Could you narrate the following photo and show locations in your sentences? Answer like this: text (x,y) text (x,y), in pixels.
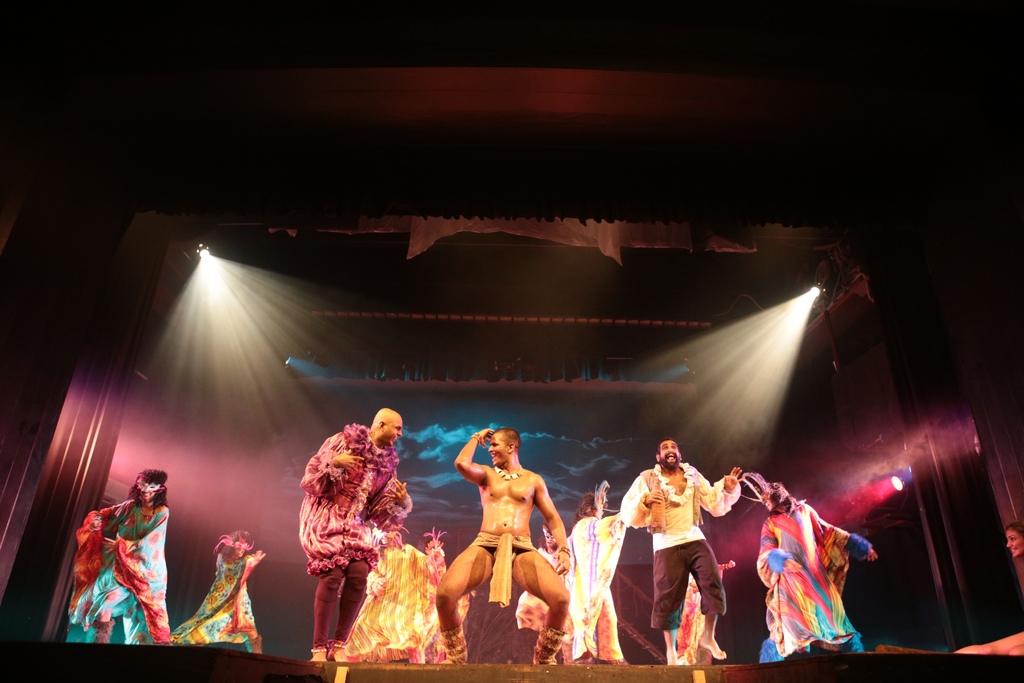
In this picture there are group of people (398,558) dancing on the stage (356,672). At the back (419,428) it looks like a screen (441,459) and there are curtains (902,368). At the top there are lights (767,356). At the bottom right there is a person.
